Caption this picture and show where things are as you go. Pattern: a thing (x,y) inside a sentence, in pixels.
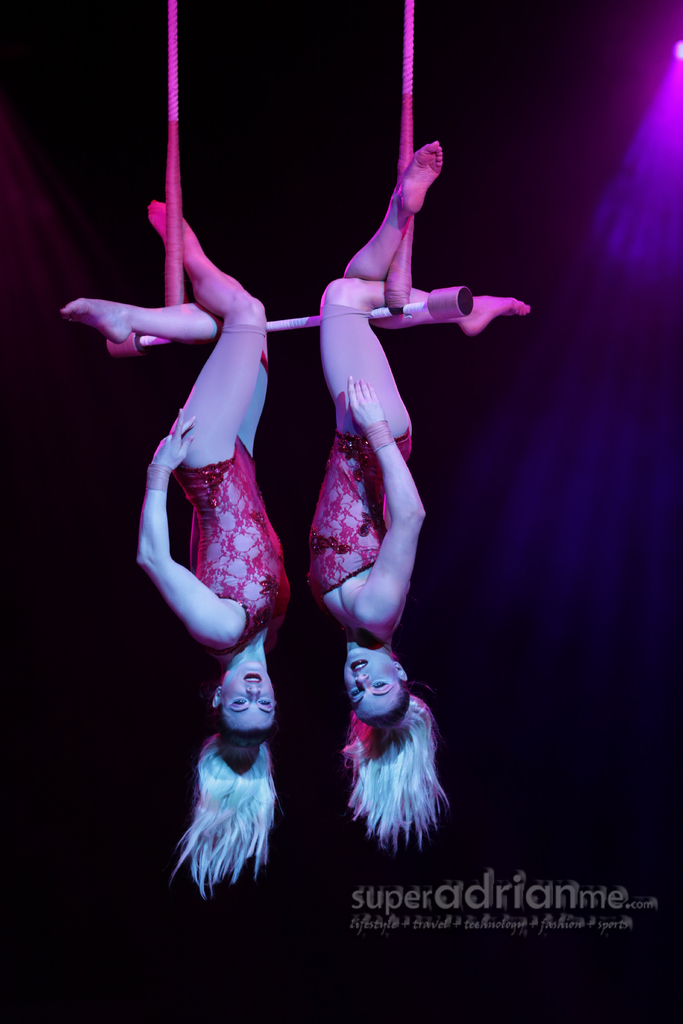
In this image there are two woman (362,617) hanging upside down on the swing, at the bottom (593,892) there is a text (513,878), in the top right (662,122) there is a light focus (657,115).
